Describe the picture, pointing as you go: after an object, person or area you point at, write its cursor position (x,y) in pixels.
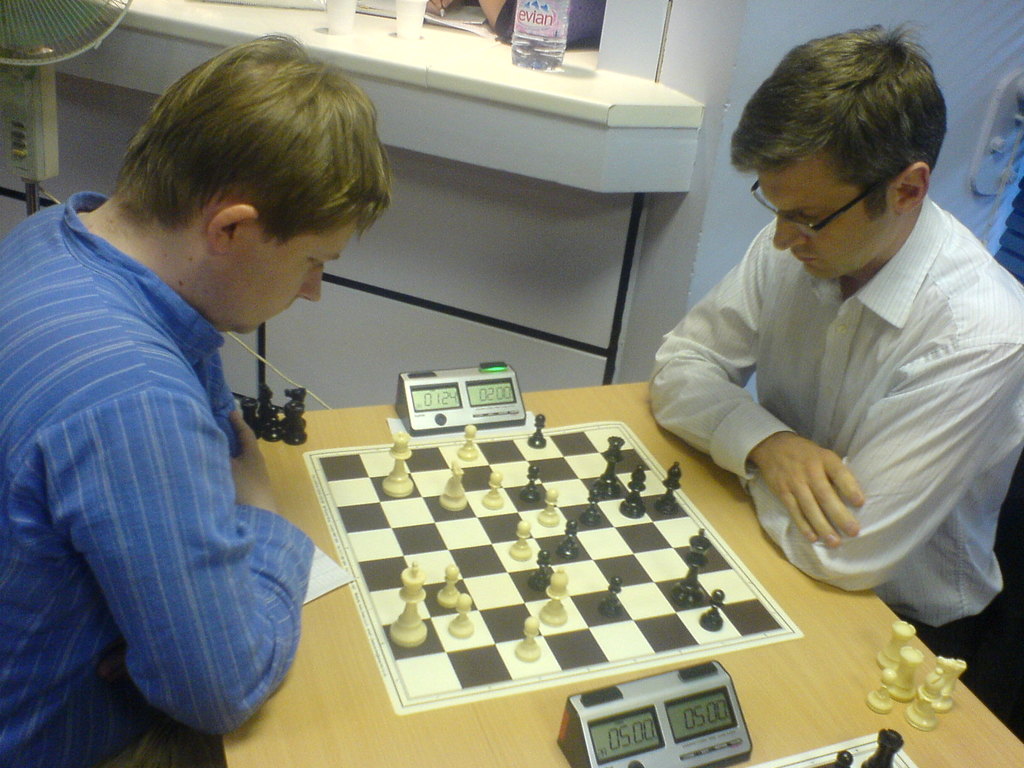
This image is clicked in a room (557,279) where there is a table (838,669) in the middle (437,397), on the table (546,408) there is a timer (463,377) and chess board (519,570), chess coins (520,552). There are two people (244,508) sitting near the table (705,467), they are playing chess. The one who is on the left side (87,383) is wearing blue shirt (168,486) the one who is on the right side (874,430) is wearing white shirt (931,443). There is a water bottle (546,68) on the top (548,42) and the table fan (45,75) on the top left corner (54,169).
